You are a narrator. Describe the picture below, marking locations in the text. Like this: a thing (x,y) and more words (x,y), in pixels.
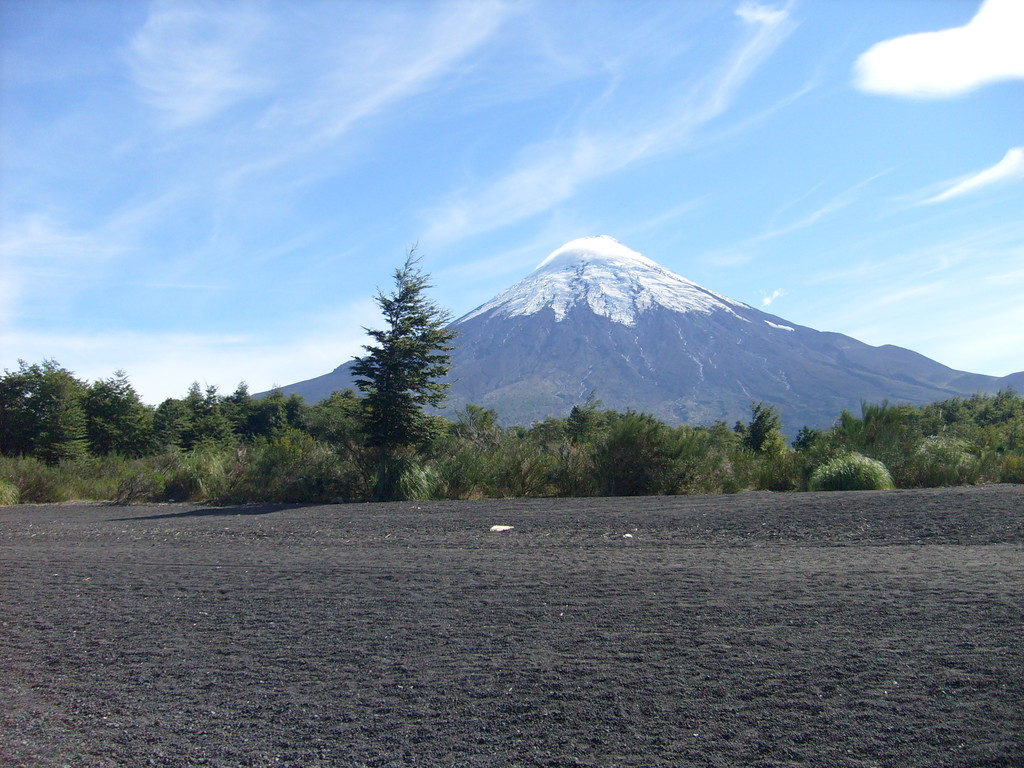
In this image we can see trees (372,426), plants (369,457), beside that we can see hills (650,355), at the bottom (468,713) we can see the soil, at the top (624,27) we can see the sky (503,147) with clouds (119,242).
